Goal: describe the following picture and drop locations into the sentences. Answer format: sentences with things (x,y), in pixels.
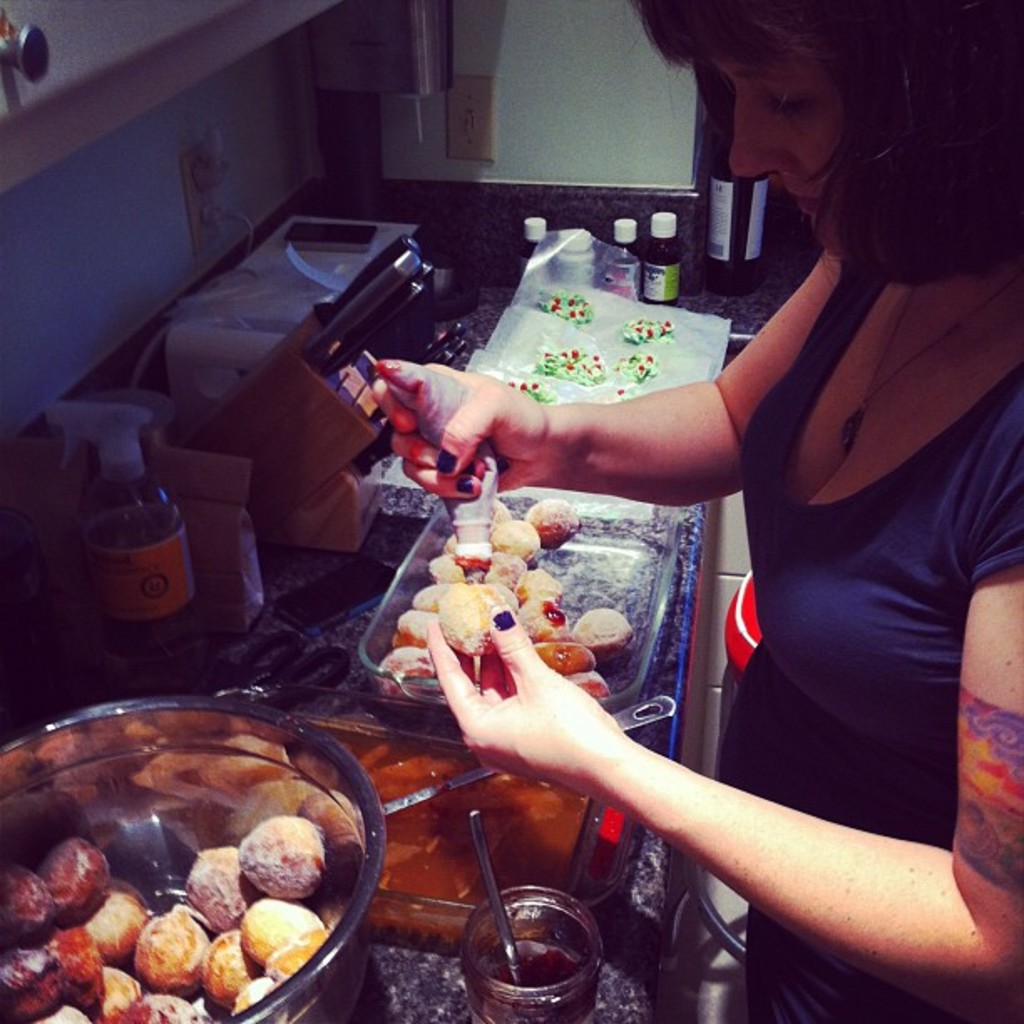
A woman (767,722) is holding an object (477,531), here there are food items (235,900) in the container (328,965), these are bottles (629,224).
